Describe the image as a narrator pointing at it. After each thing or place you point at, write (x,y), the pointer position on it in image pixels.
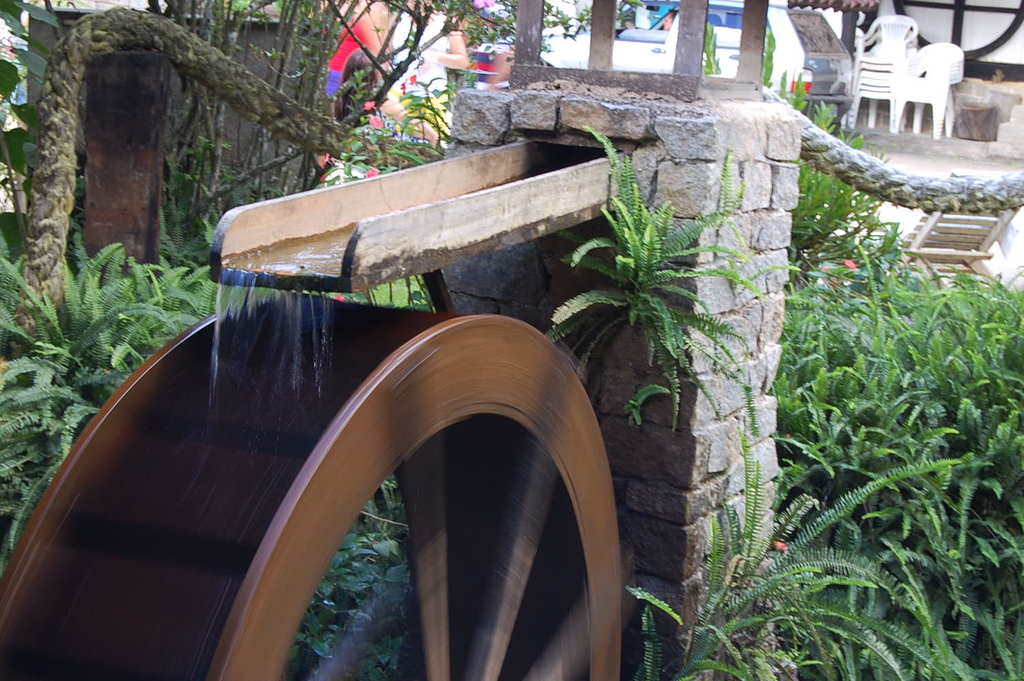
In this image, we can see wheel (592,504), pillars (634,513), few plants (624,288), trees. Here there is a water flow (272,341). Top of the image (627,61), we can see few people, vehicle (642,67), chairs (857,69).
